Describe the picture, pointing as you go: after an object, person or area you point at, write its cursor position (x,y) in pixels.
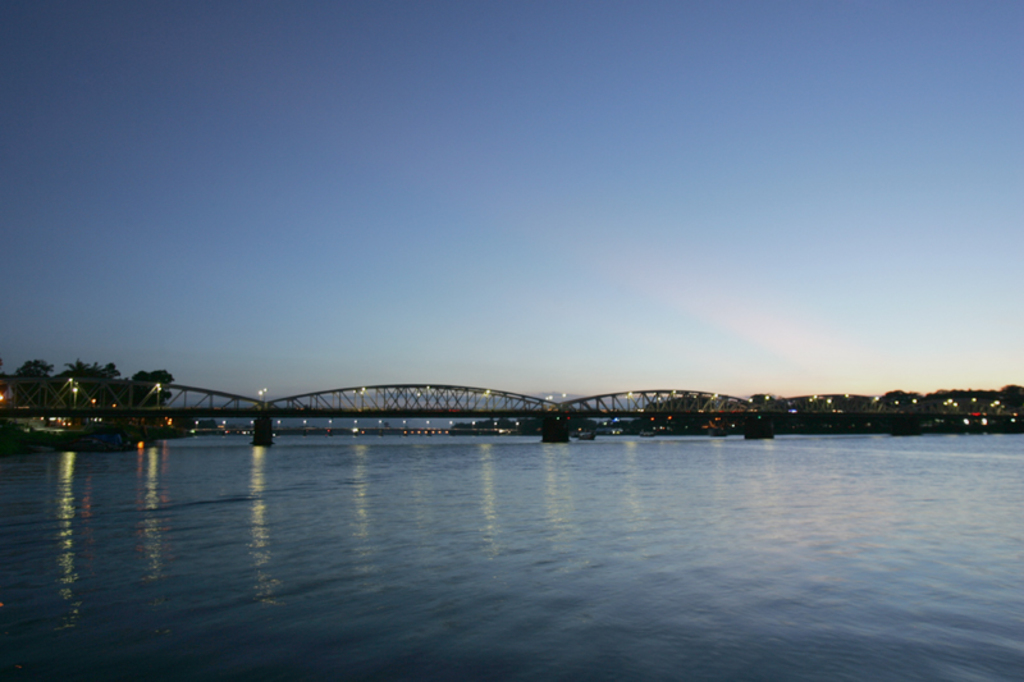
This image consists of a bridge (368,393). At the bottom (490,573), there is water (560,520). In the background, there are trees (938,395) and lights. At the top (392,205), there is a sky (345,243).
